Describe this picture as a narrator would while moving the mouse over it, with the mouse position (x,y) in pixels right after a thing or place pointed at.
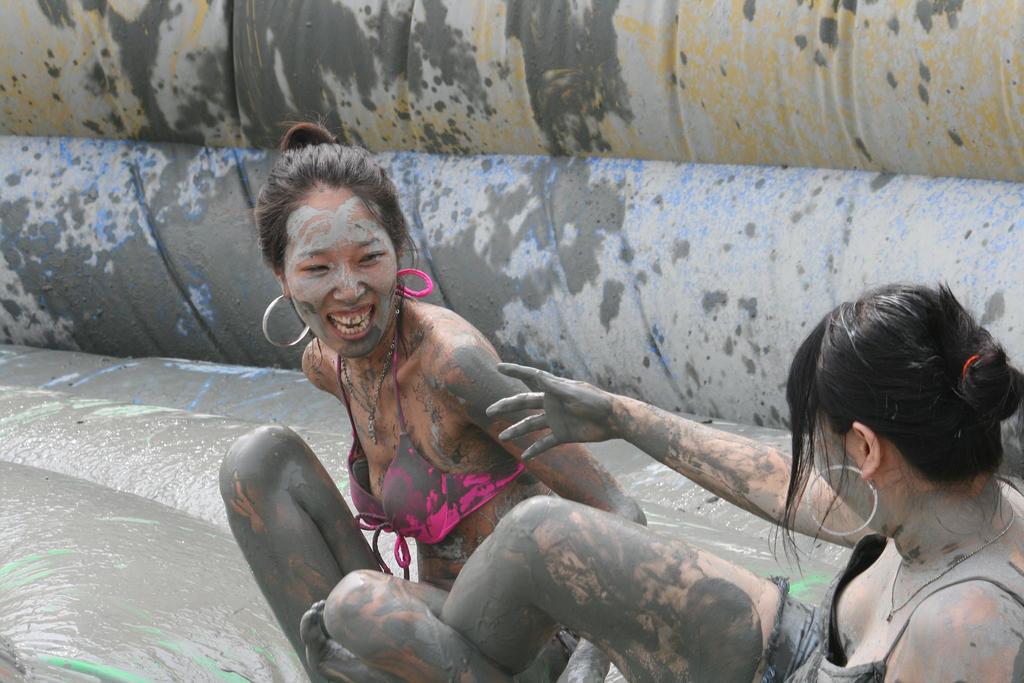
In this image we can see two lady persons (438,563) one wearing bikini (440,532) playing in a semi solid (108,503) which is in grey color and in the background of the image (461,149) we can see yellow and blue color sheet (601,268).
